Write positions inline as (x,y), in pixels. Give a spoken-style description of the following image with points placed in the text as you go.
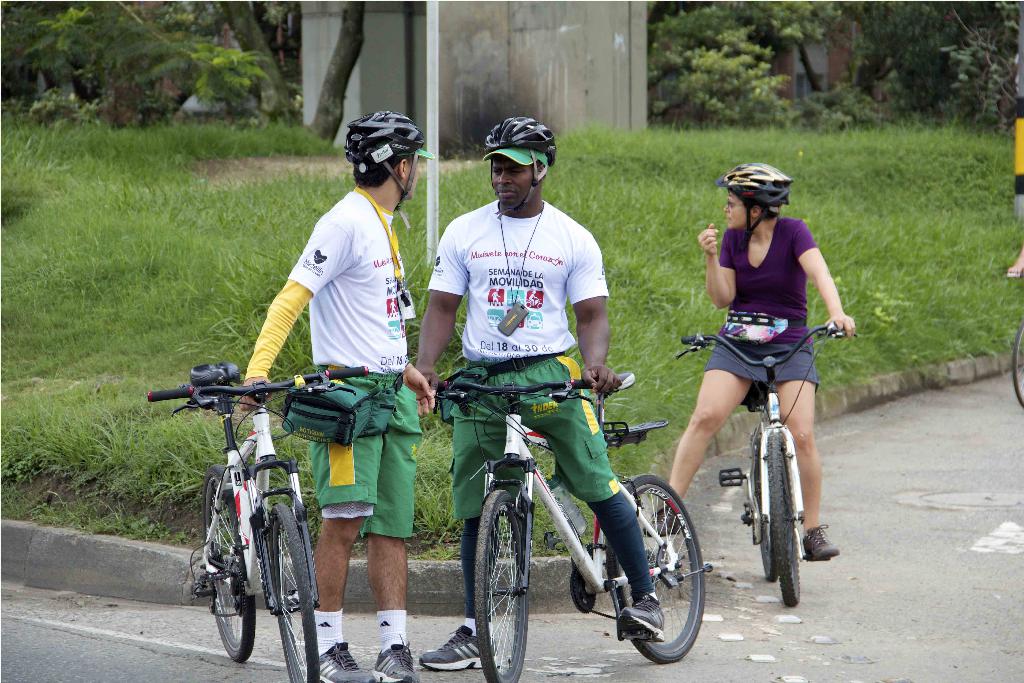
There are three members (499,382) in this picture. All of them are riding bicycles (578,393), wearing helmets (538,145), on the road (740,541). In the background (640,201), there is a pole (431,94), grass (614,170) and a wall (533,62) here.
